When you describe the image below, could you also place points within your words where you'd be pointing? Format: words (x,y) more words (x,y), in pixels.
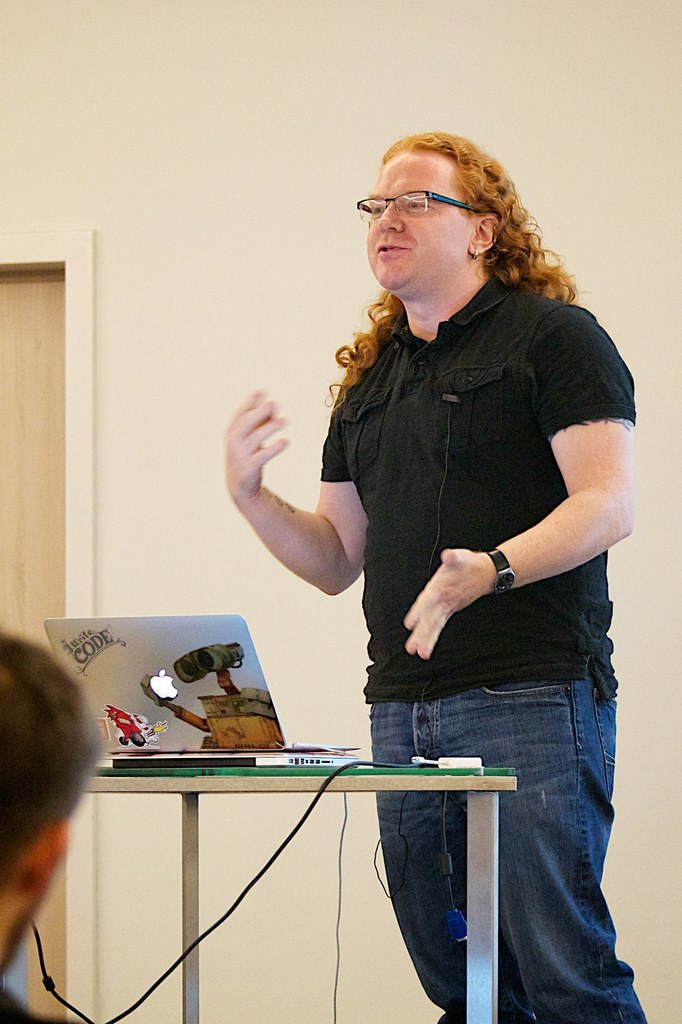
In this image there is a person (431,361) standing in front of a table (319,780), on the table (254,777) there is a laptop (181,705) and a cable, in front of the table (243,773) there is another person's head (27,793), behind the person (376,366) there is a wall (108,391) with a door (36,436).
